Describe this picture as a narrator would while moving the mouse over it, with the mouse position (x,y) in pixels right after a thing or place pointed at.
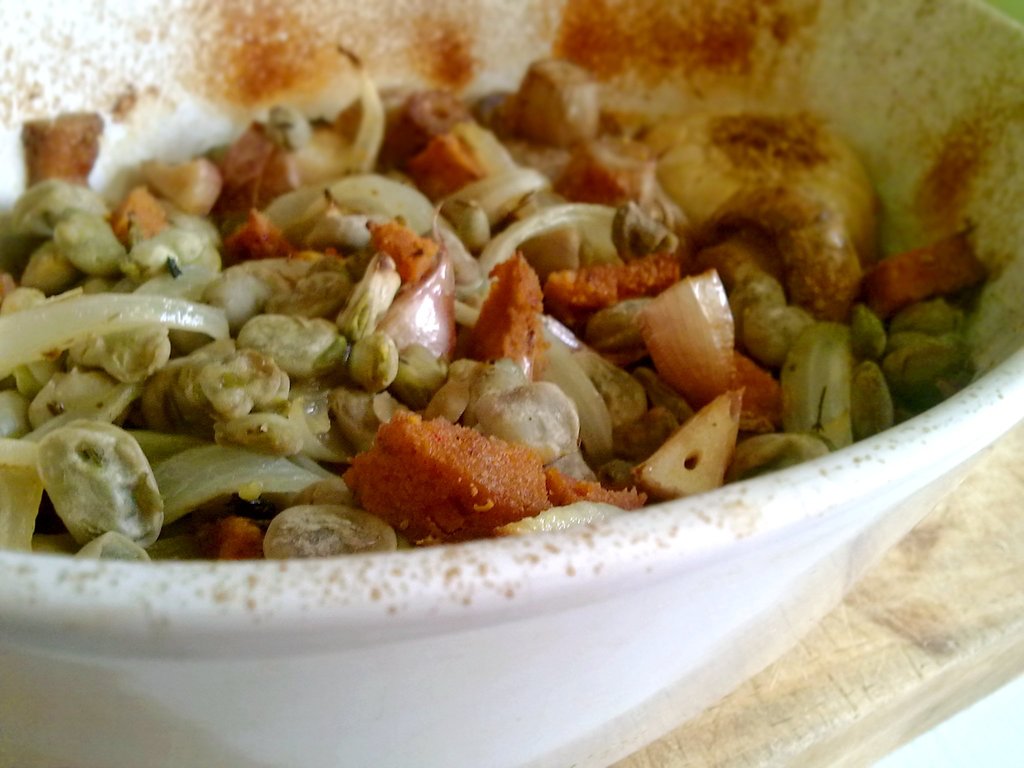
In the center of the image (426,351) there is a bowl (504,685) containing food (526,417) placed on the table (833,681).
